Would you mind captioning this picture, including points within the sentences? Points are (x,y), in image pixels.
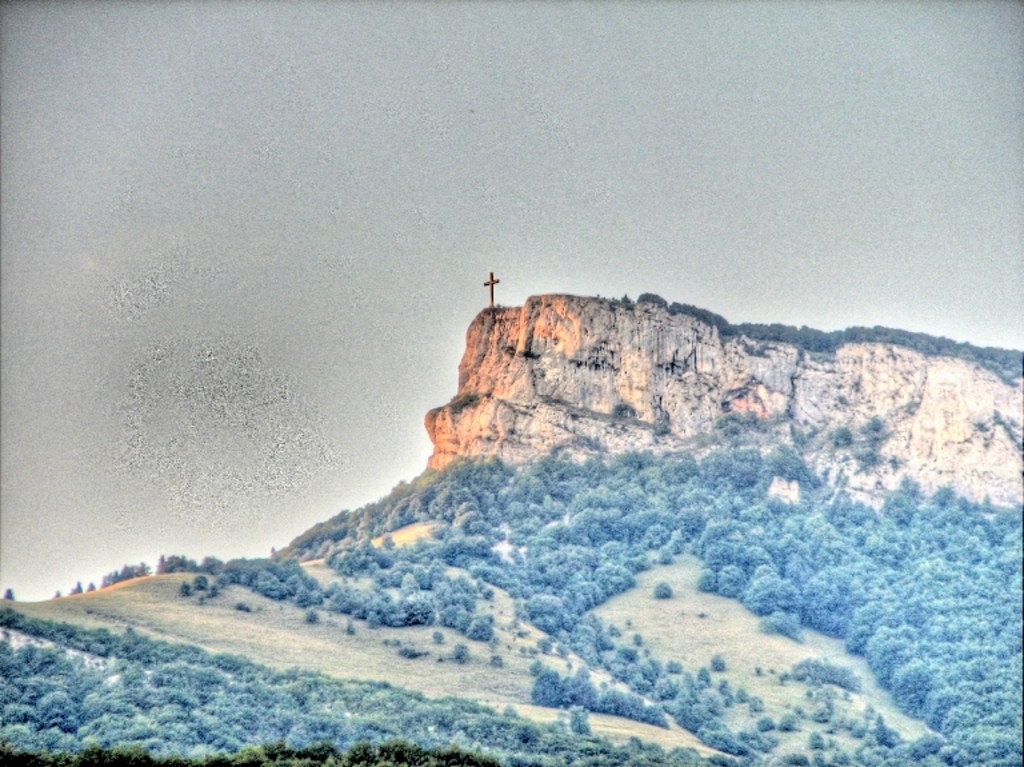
In this image there are plants (943,645), there are hills (619,381) and the sky (400,221) is cloudy.
